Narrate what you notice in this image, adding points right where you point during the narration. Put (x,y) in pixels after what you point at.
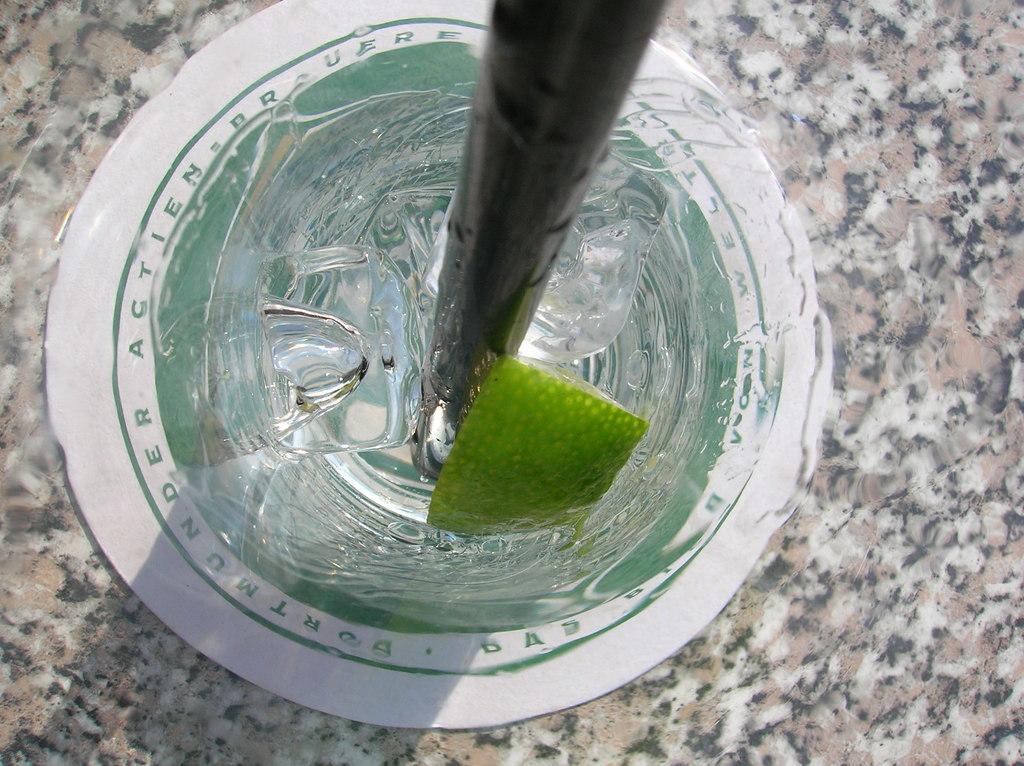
In this picture I can see ice cubes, a piece of lime (474,417) and black straw (460,281). I can see marble surface (629,691).
